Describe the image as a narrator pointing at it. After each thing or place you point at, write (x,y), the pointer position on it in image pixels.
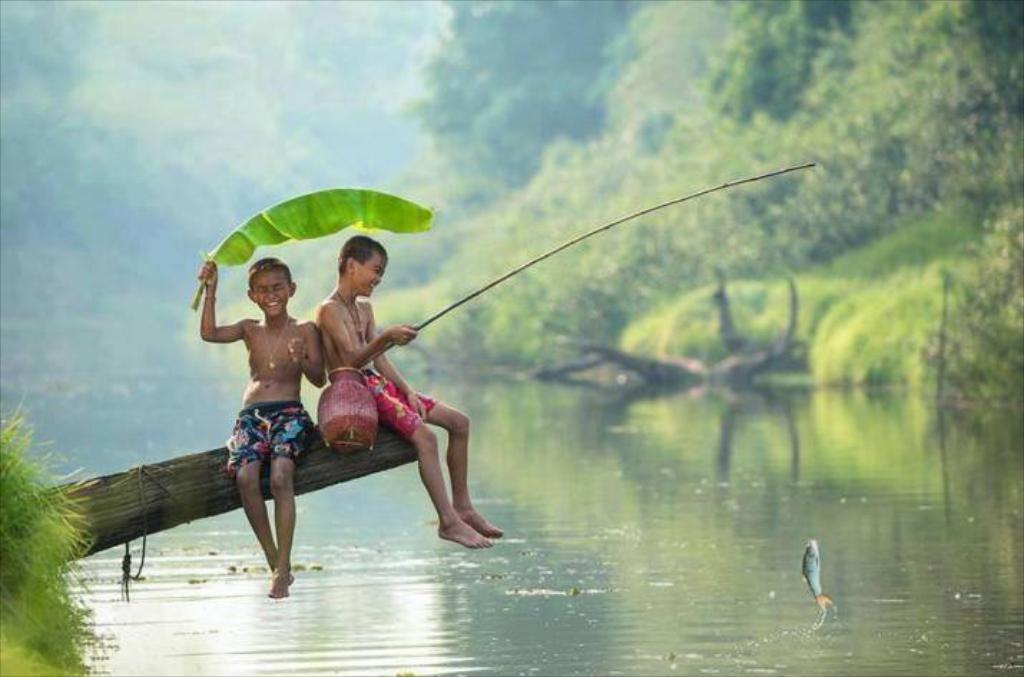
In this picture there are two boys (295,342) wearing colorful shorts (272,440) sitting on the tree trunk (355,464) and catching the fishes (818,581) with the rod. Behind there is a blur background (832,188) with some green trees (647,271).
